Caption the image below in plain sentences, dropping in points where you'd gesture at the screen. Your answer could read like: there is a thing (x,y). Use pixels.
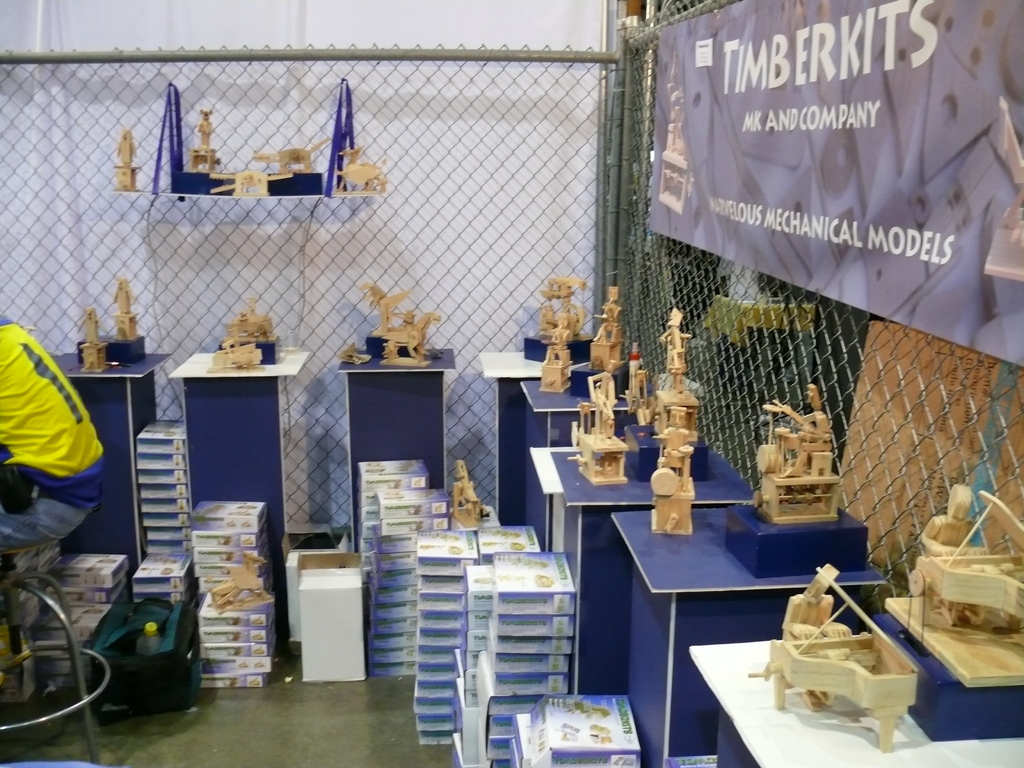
This picture might be taken in a store (324,460), in this image there are some toys (981,574), tables (591,552), boxes (202,607), bag (187,640) and in the bag (128,638) there is one bottle (149,648). On the left side (35,409) there is one person (64,431) who is sitting on chair (58,609). in the center (624,287) and on the right side (857,386) there is a net (458,229). On the right side (772,137) there is one poster (714,210), on the poster (931,117) there is some text (804,59).
